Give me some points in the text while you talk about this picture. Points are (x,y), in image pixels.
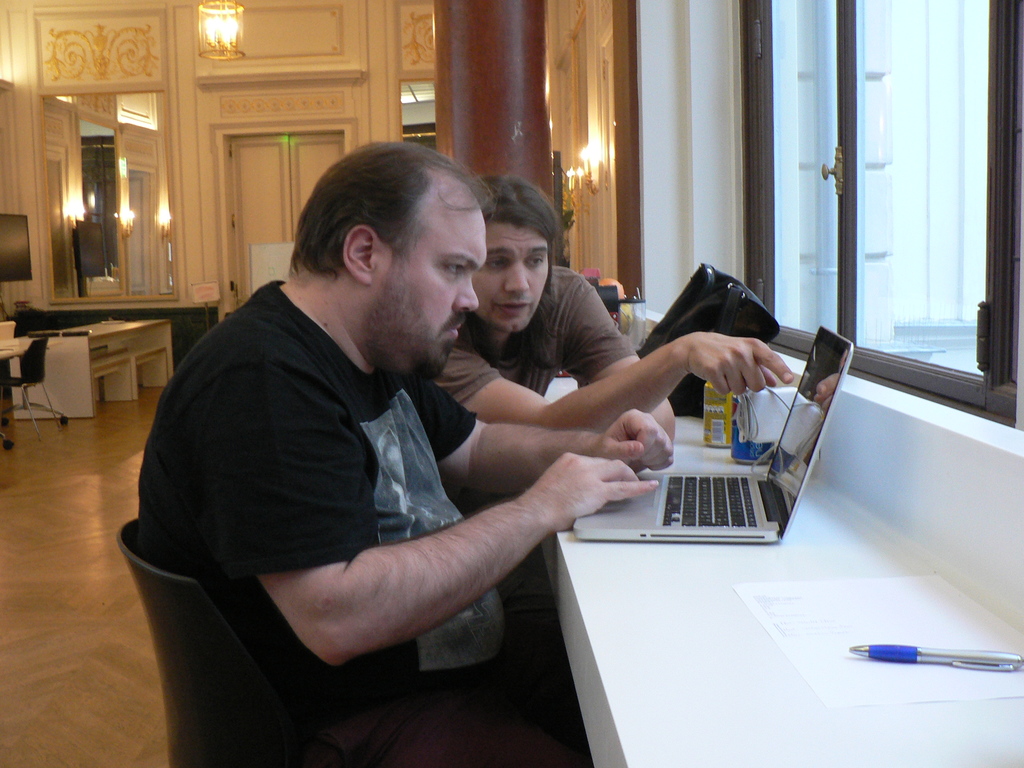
There are two man (312,516) sitting on a chair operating laptop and beside that there is a paper (907,679) and a pen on it. Behind the man (352,193) there is a TV (2,261) and table (17,352) and glass wall (87,215). On the ceiling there is a chandelier (240,44) hanging and light (225,39) in it.
